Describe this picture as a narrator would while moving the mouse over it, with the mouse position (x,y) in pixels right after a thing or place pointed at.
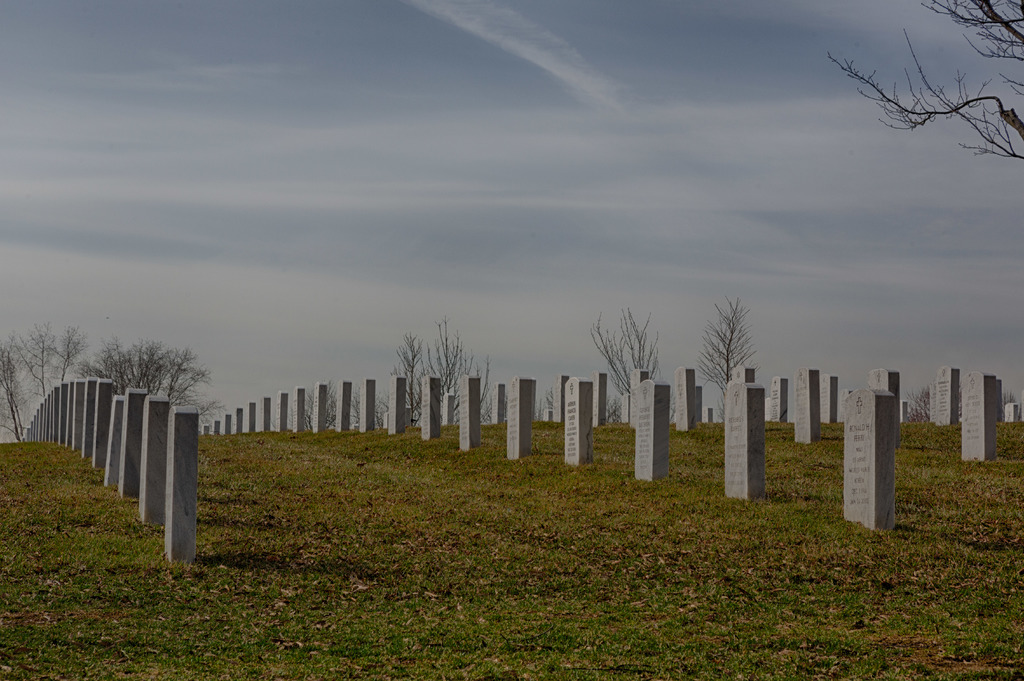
In this image we can see many memorial stones (666,422), grass (524,554), dry leaves (359,584), trees (1013,111) and the cloudy sky (468,120) in the background (355,330).
